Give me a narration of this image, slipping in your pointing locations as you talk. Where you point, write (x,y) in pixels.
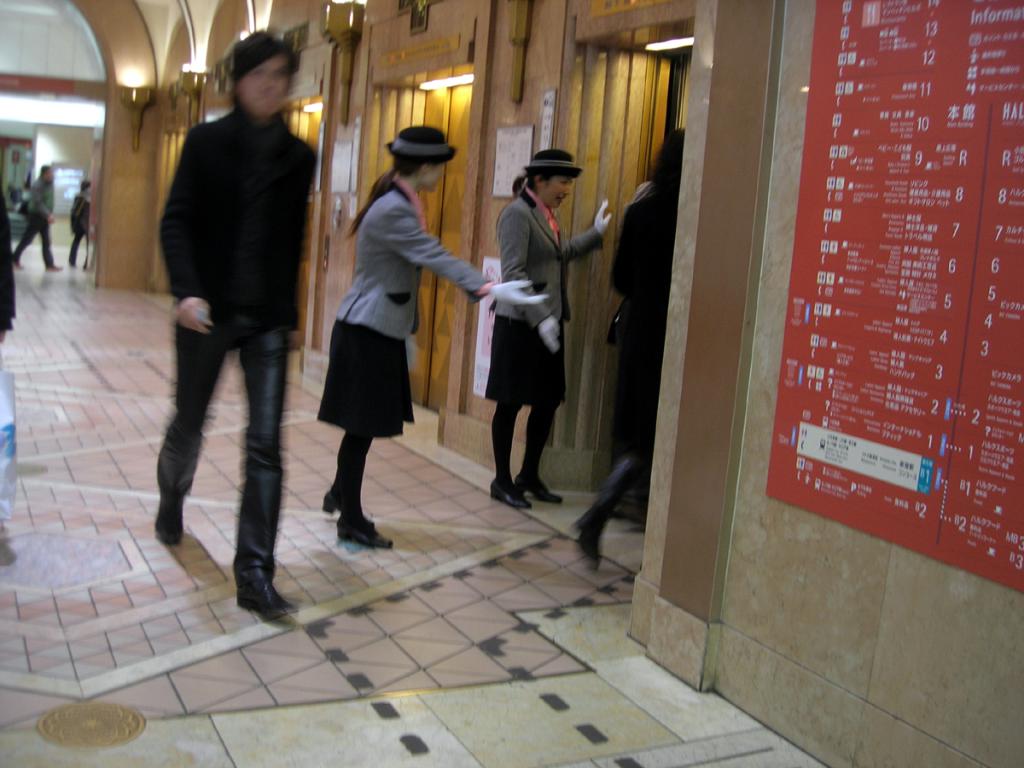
In this image in the front (902,346) on the right side (839,423) there is a board (908,365) with some text (893,329) and numbers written on it. In the center (504,277) there are persons (261,306) walking and standing. In the background (79,201) there are lights (187,85) and there are persons (78,217) walking and there is a wall (146,124).
